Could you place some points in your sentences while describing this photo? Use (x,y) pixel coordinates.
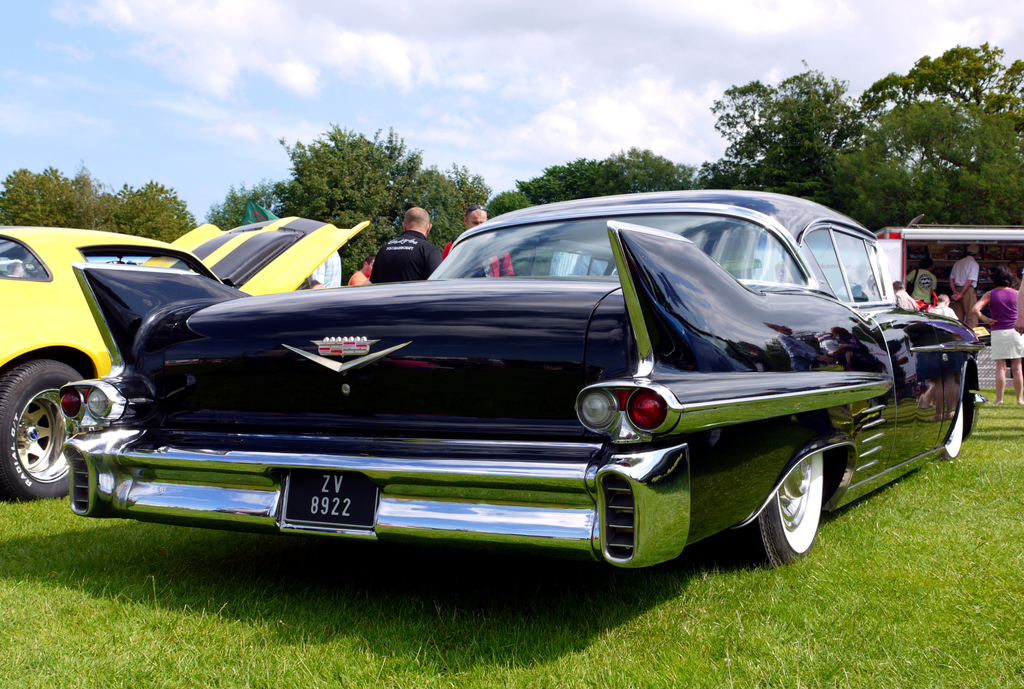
In this image there are cars (425,434) on a grassland (534,633), in the background (942,307) there are people (905,288) standing and there are trees (402,184) and the sky (369,98).
